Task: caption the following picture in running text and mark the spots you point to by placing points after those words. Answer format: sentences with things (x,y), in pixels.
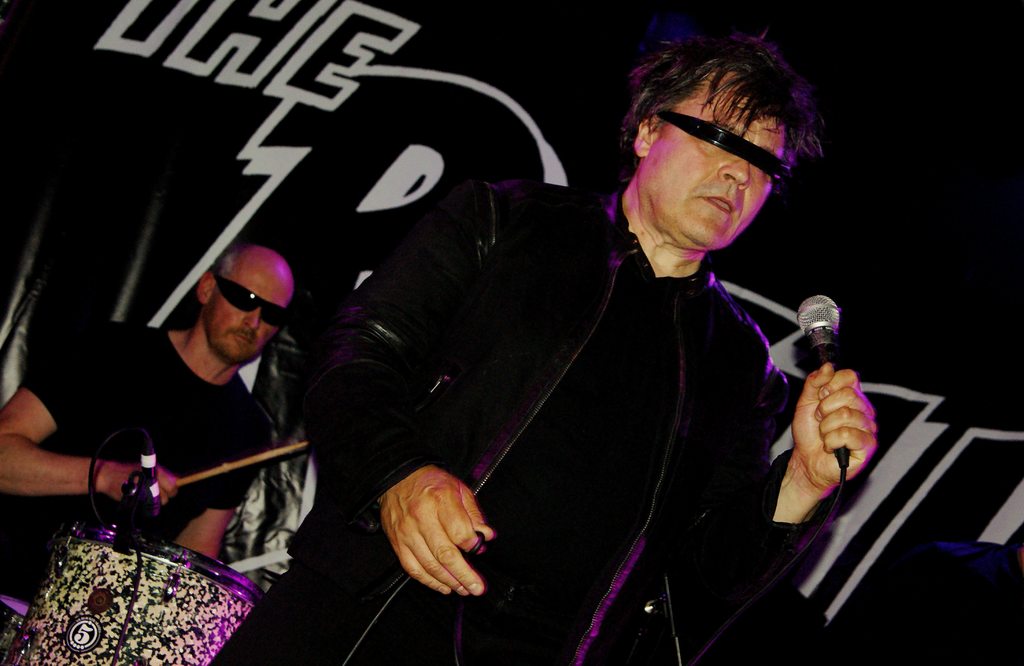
Here we can see a man (702,170) standing, and holding a microphone (830,320) in his hand (832,381), and at back (174,418) a person (159,417) is sitting and playing the drums (197,580).
